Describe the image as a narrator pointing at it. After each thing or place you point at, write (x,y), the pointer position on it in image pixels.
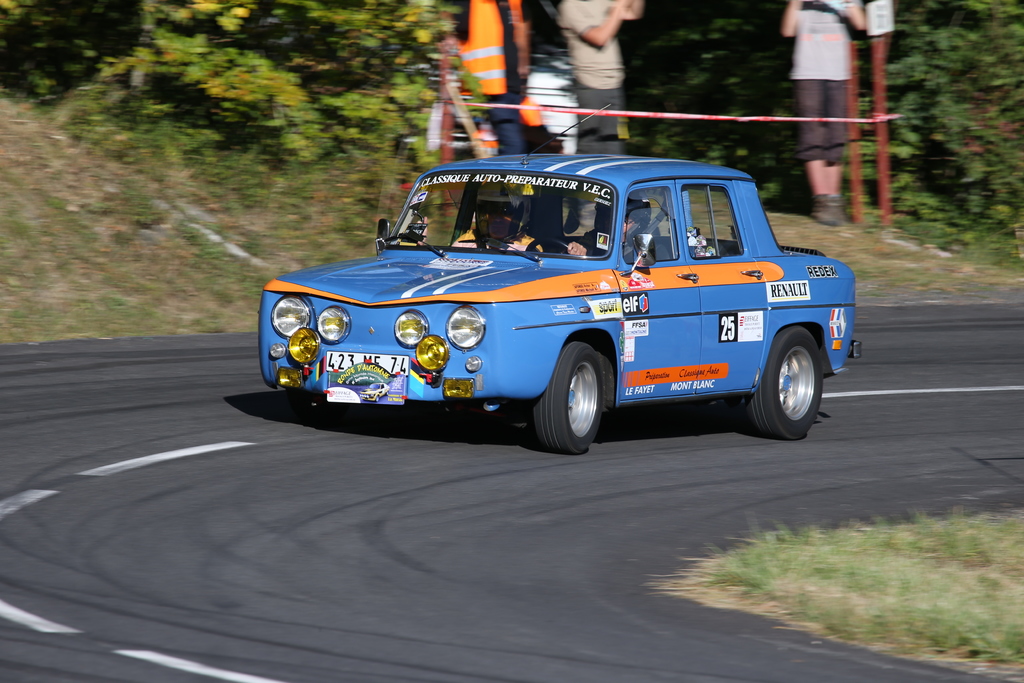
There is a car (551,446) on the road (541,517) and we can see two persons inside a car (628,307). Here we can see grass (383,204), rods (857,138), board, trees (392,132), and three persons (600,87).
